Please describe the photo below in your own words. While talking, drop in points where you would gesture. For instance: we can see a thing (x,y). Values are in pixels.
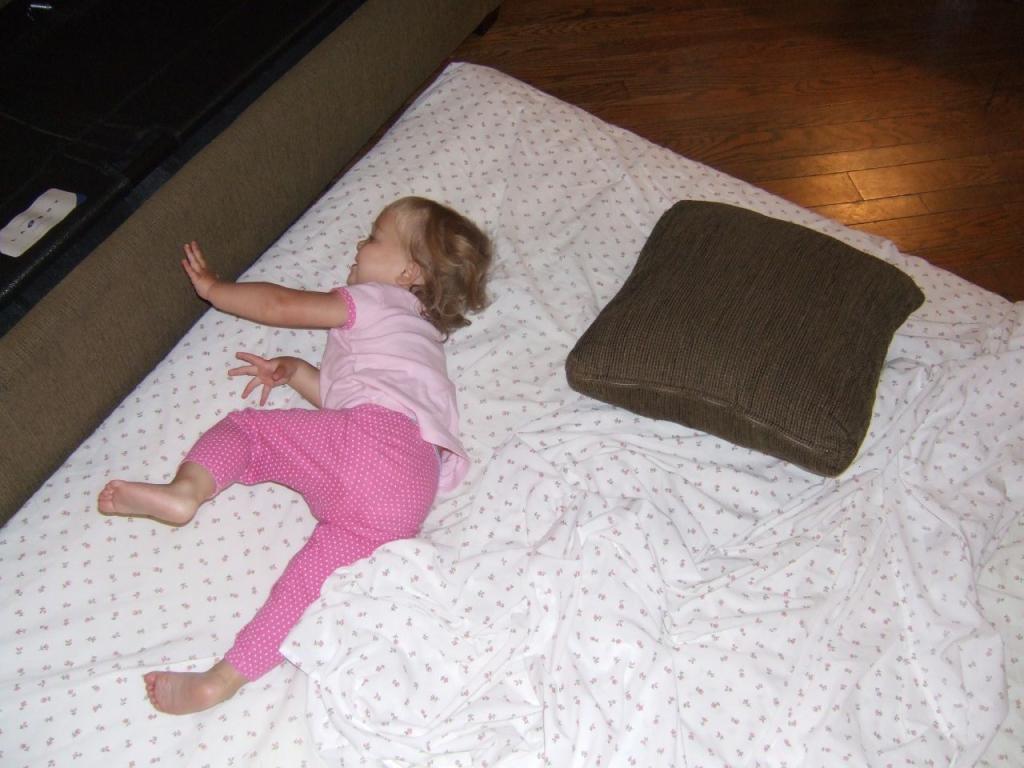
a baby (410,403) is sleeping on the bed (496,381) wearing pink dress (381,480). there is pillow (736,379) on the bed (728,527). the bed sheet (744,463) is white in color.
